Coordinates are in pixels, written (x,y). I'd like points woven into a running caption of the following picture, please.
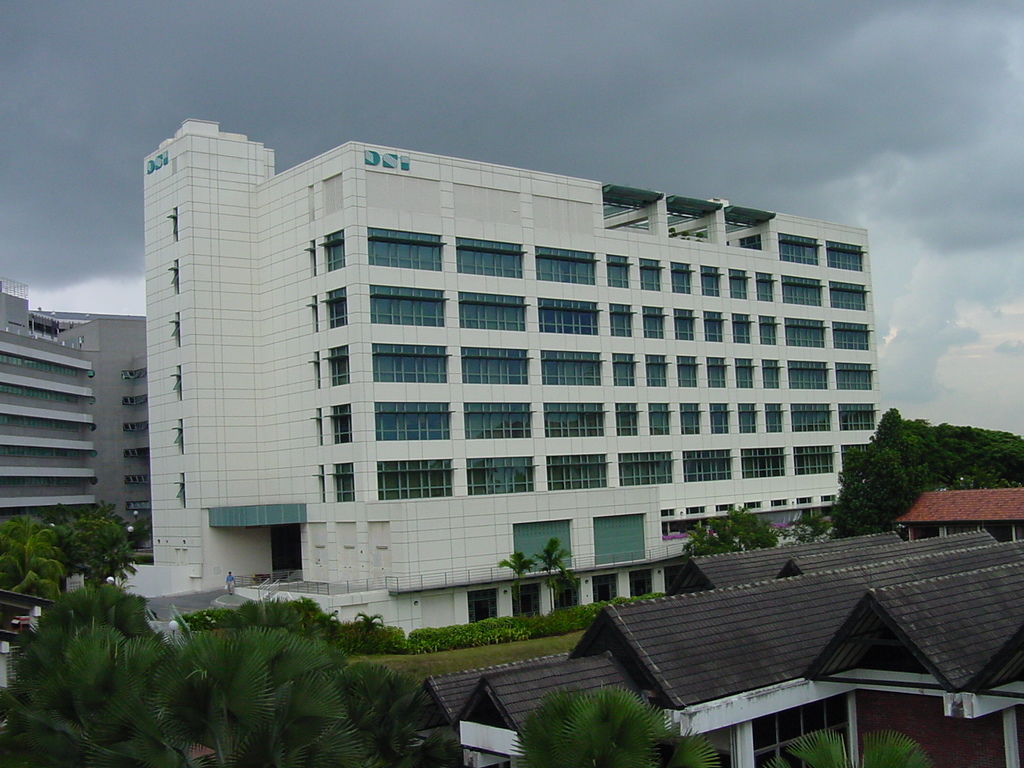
In this image, we can see buildings (519,540), houses (988,719), trees (156,679), plants (602,712), glasses (412,432), walls (464,454). Background (95,269) there is a cloudy sky (947,172).
